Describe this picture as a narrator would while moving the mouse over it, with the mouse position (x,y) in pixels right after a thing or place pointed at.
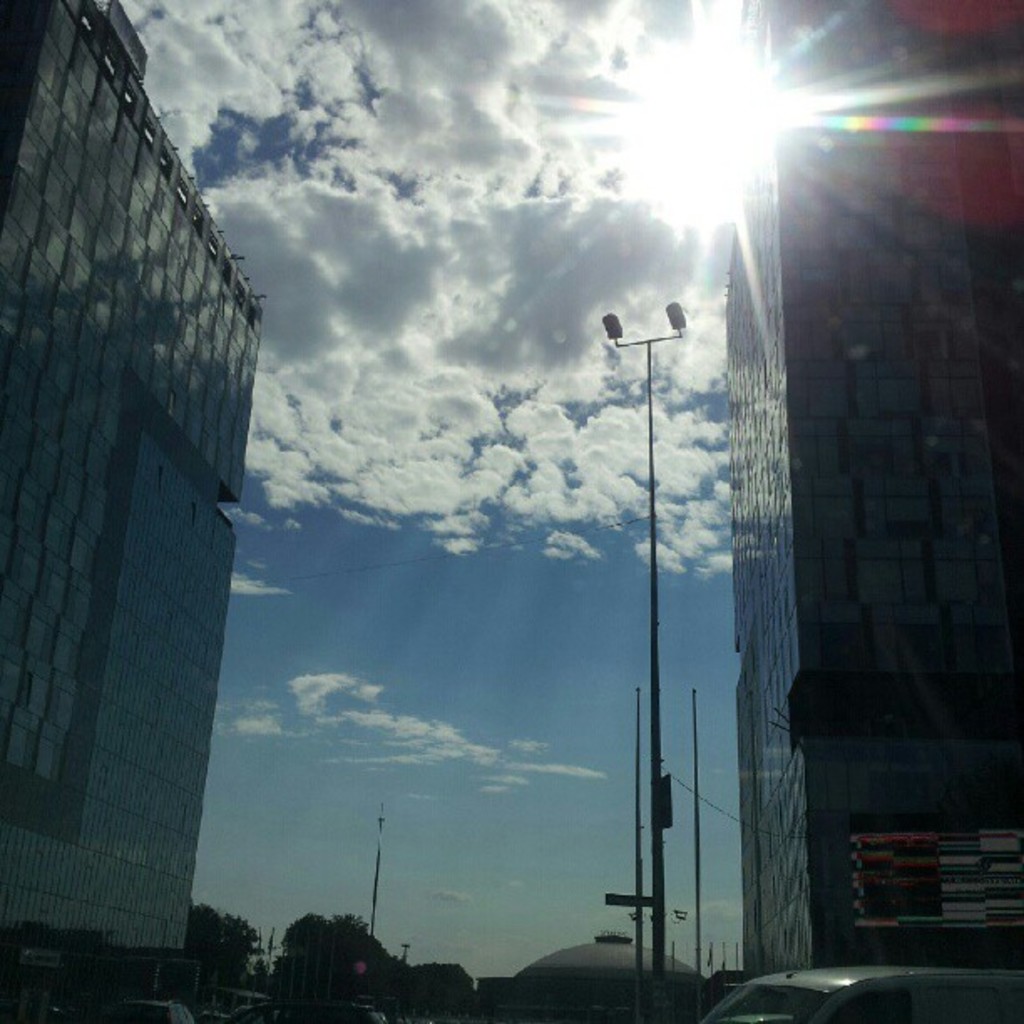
In the image we can see there are buildings (773,457) and there are vehicles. There are trees (240,920) and there are street light poles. There is a cloudy sky (594,284).
